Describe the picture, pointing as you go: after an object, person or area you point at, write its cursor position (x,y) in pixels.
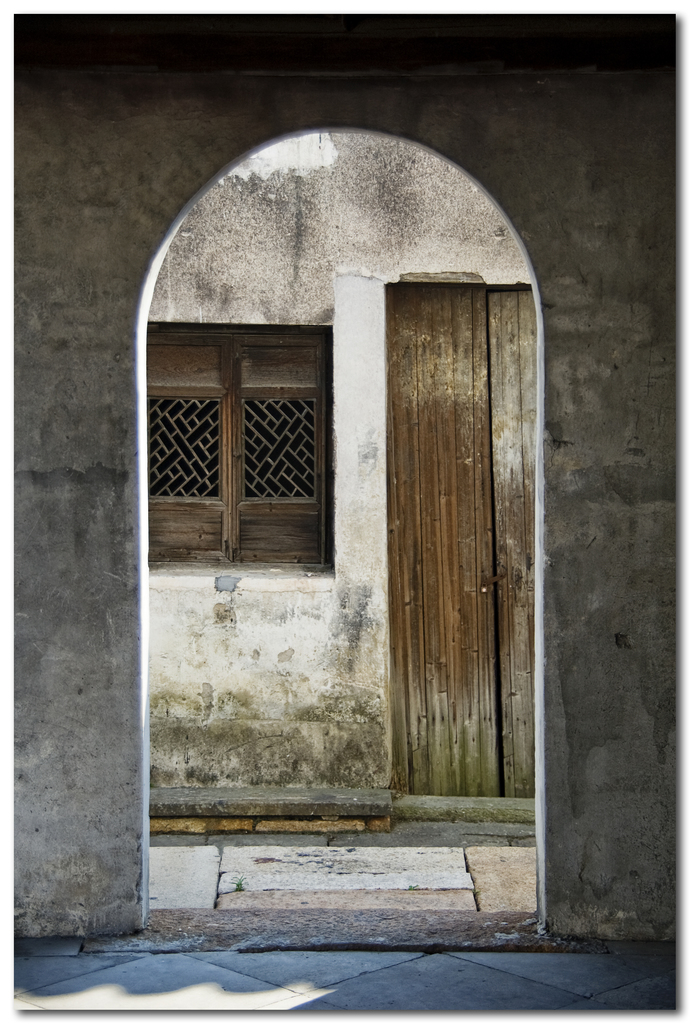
There is an arch (141,452). In the back (360,471) there is a building (455,523) with door (387,464) and window (223,426).
